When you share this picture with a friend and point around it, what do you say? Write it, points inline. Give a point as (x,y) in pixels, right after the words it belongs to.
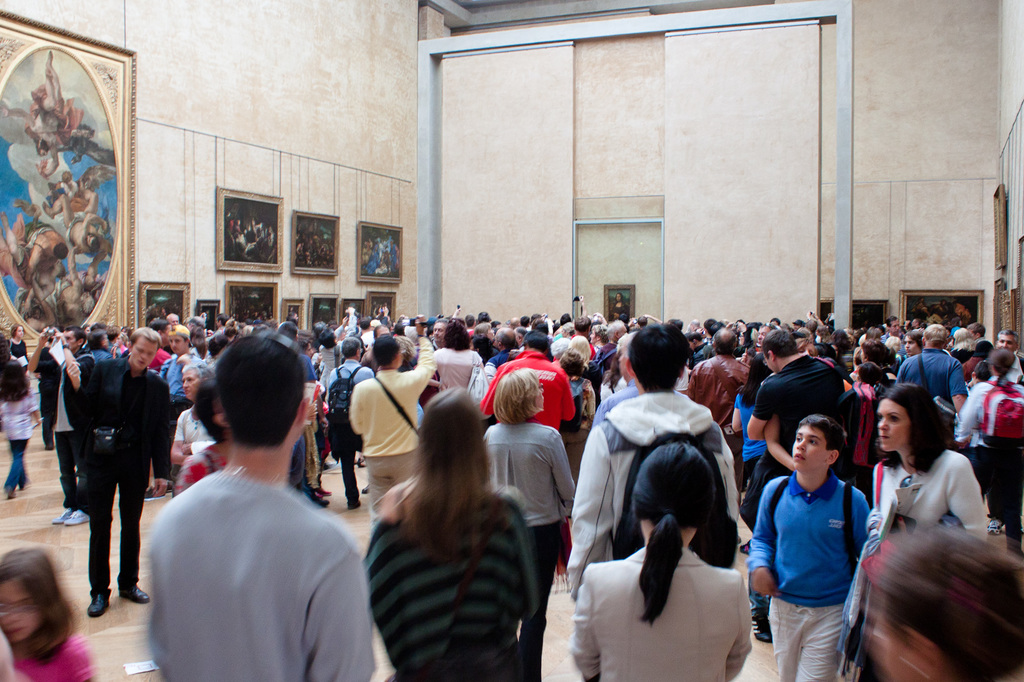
In this image there are persons (278,430) and there are frames (332,260) on the wall (342,268).
